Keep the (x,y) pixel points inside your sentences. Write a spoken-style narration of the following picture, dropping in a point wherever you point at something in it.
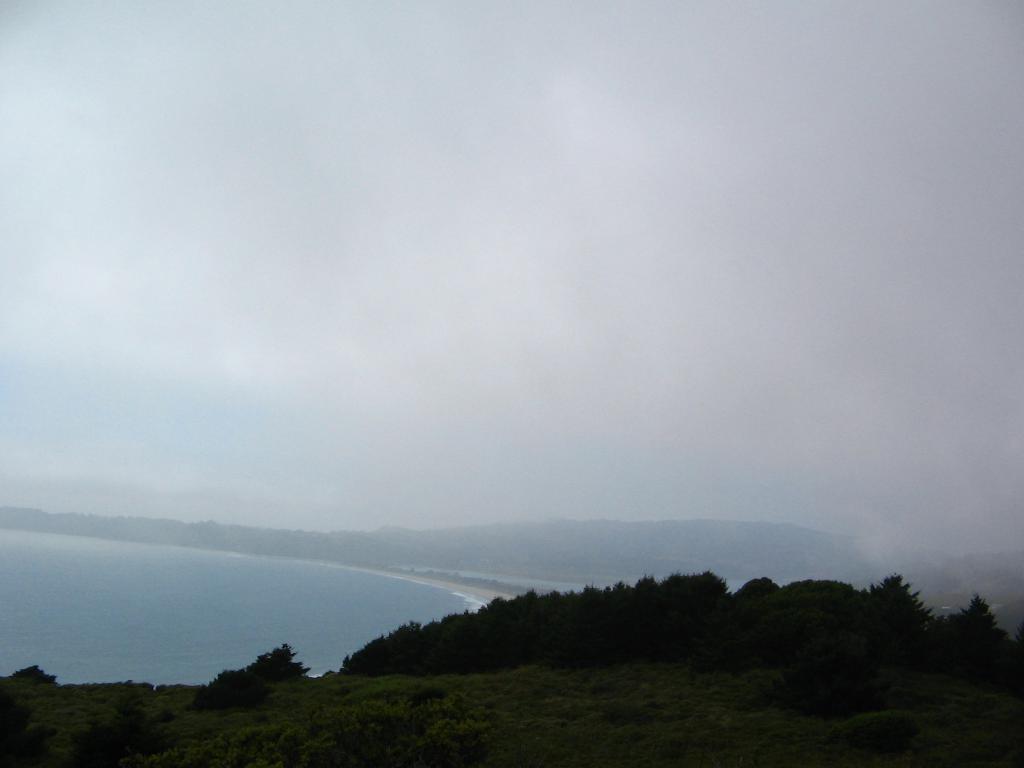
In this picture we can observe some trees (371,661). On the left side (233,633) there is an ocean (164,572). In the background (379,530) there are hills (501,529) and sky (446,336) with some clouds (421,336).
